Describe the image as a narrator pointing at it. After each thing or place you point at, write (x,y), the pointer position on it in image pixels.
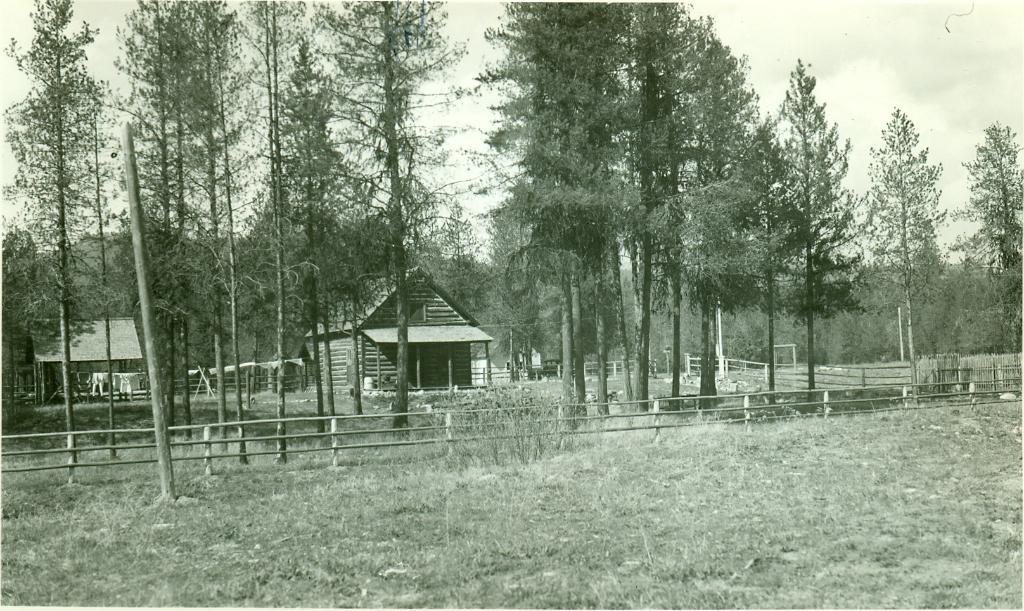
We can see grass (257,445), fence (302,419) and trees (355,351). On the background (388,299) we can see house (439,308), shed (73,329) and sky (843,65).
